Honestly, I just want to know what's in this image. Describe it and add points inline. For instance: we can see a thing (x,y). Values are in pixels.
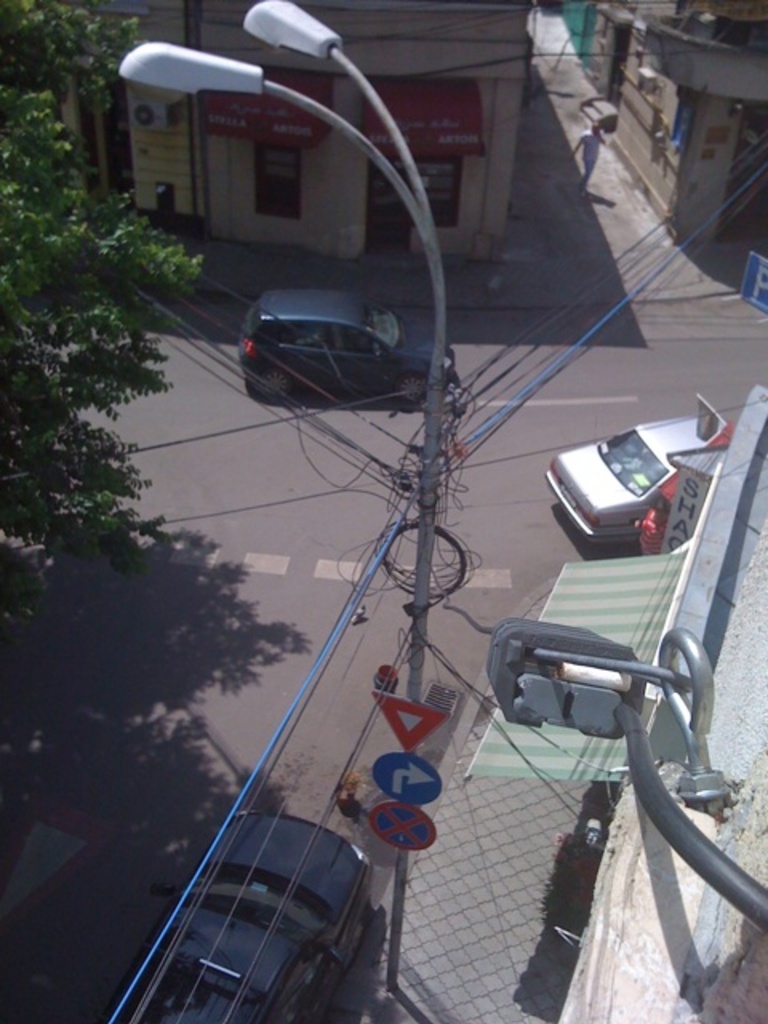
In this image we can see poles (436,361), cars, trees (61,258), buildings (499,117) and person (596,160).
